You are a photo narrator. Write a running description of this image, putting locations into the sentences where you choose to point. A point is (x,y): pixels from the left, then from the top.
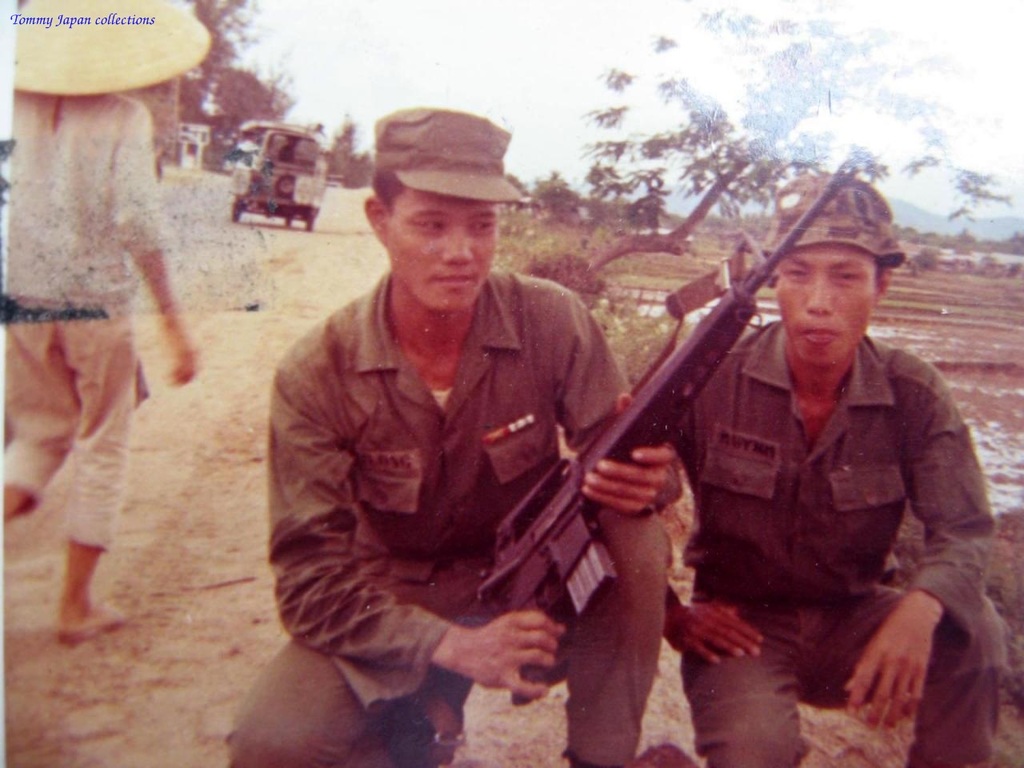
In this image we can see a few people (512,444), among them one person (520,461) is holding a gun (555,515), also we can see a vehicle (259,190) on the ground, there are some trees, plants (503,262), fields (914,288) and mountains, in the background (776,32) we can see the sky (459,22).
